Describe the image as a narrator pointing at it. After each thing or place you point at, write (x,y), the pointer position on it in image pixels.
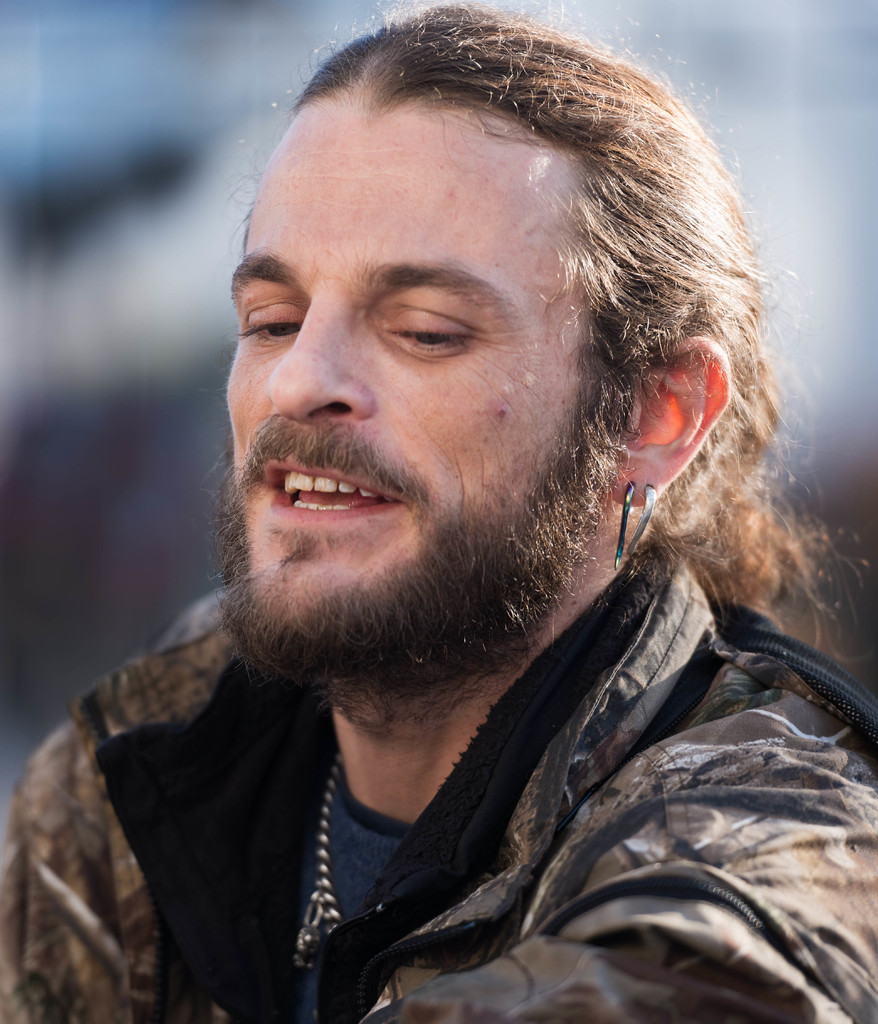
In this image in the front (386,574) there is a person (382,585) smiling and the background is blurry.
